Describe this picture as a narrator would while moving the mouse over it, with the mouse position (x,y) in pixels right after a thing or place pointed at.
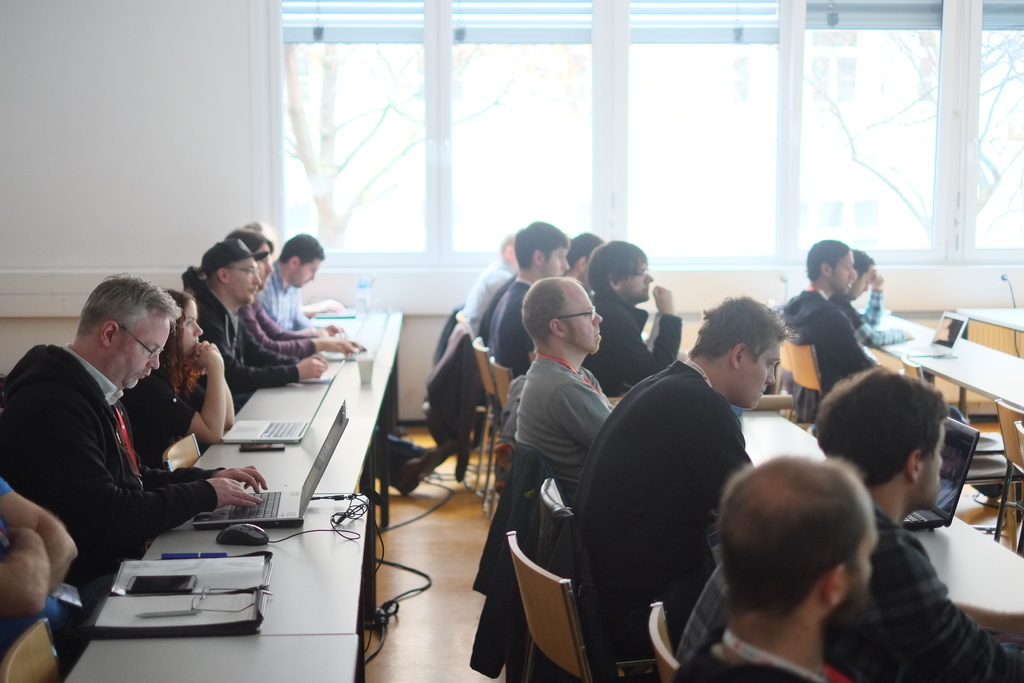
In this image I see number of people (843,669) who are sitting on the chairs (22,673) and there are tables (198,663) in front of them, I can also see few laptops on the table (1018,567). In the background (356,2) I see the windows (317,7) and the wall (259,181).
